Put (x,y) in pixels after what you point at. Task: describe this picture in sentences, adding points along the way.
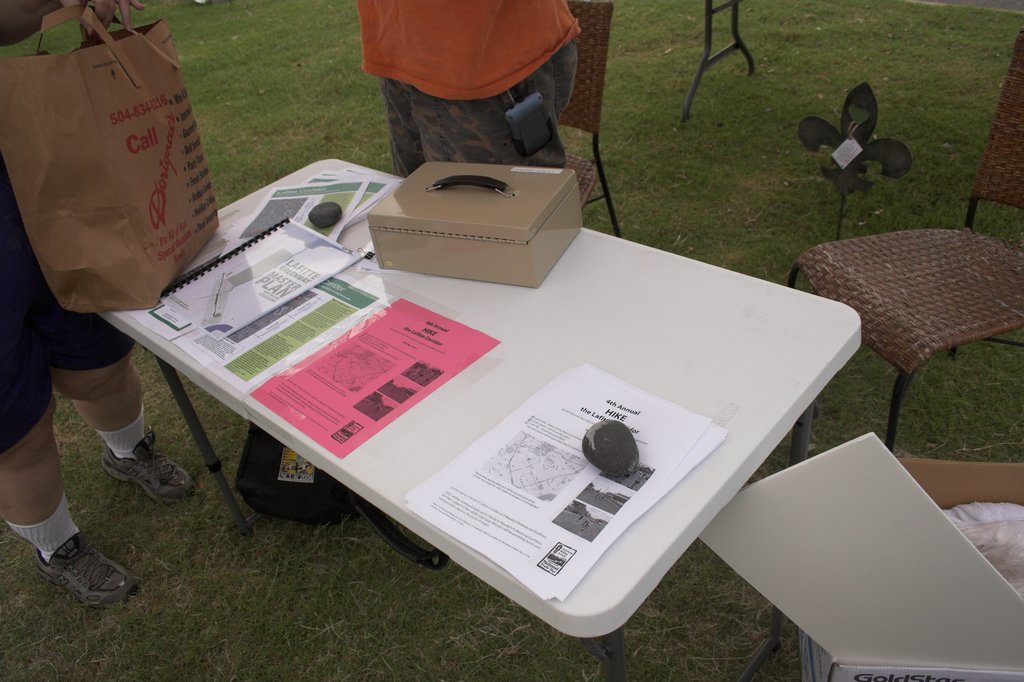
The image consists of table (624,357) on which there are papers (489,510), stones (605,450) and box (467,219). Beside the table (377,436) there are two person (401,94) who are standing on the ground (331,144). To the right side (926,284) top corner there is a chair (965,278).
